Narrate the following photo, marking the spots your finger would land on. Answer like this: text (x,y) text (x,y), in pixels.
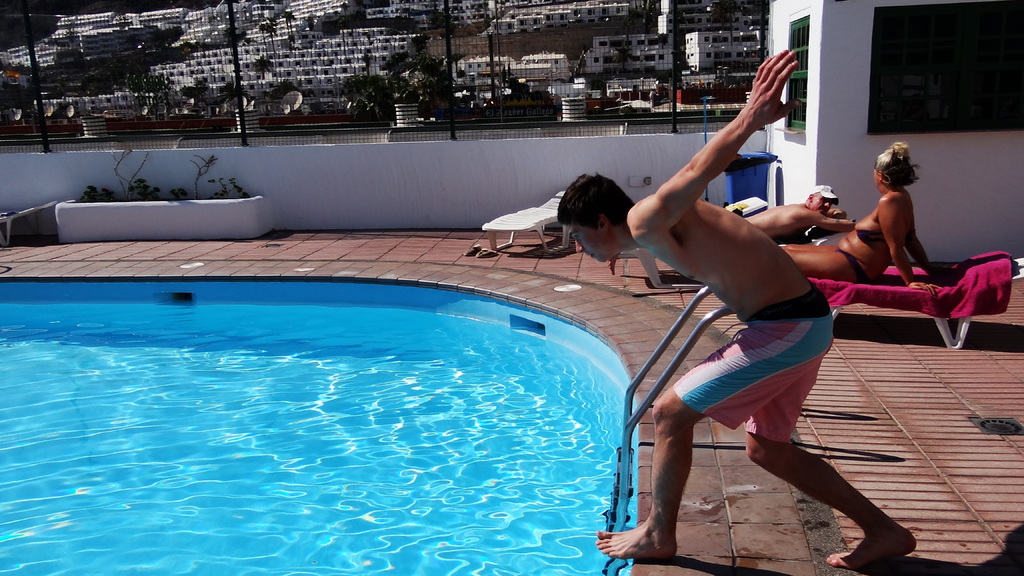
At the top of the image (386,62) we can see an iron grill (463,82), buildings (607,67), wall (792,191) and trees (150,97). At the bottom of the image (390,521) we can see a swimming pool (320,367), a person (776,362) standing near the swimming pool (594,460), plants (140,198), bins (759,168), windows (801,41) and two persons (842,253) lying on the chaise lounges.
